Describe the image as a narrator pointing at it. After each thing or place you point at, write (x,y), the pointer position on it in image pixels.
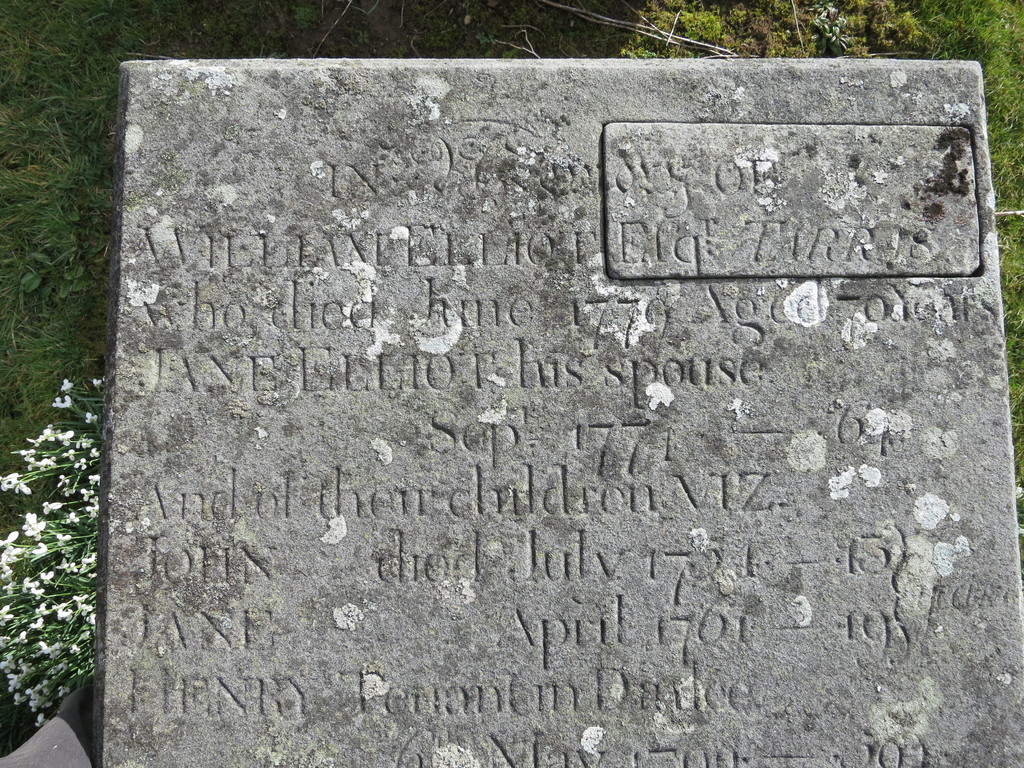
There is a headstone (652,250) on which there is something carved. Behind that there are flowers (16,537) and grass (219,48).
